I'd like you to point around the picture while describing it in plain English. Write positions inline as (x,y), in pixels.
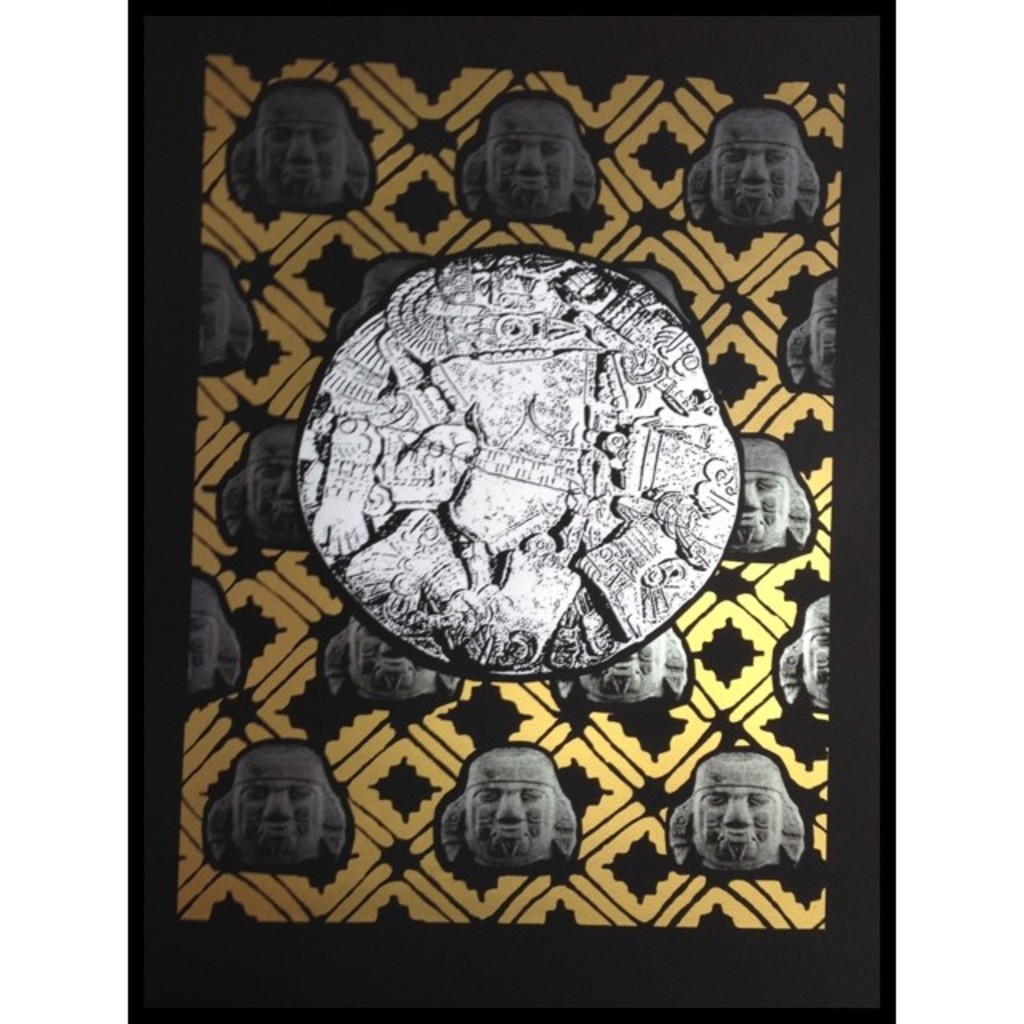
In this image we can see a repeated face sculpture (442,833) on a picture.
